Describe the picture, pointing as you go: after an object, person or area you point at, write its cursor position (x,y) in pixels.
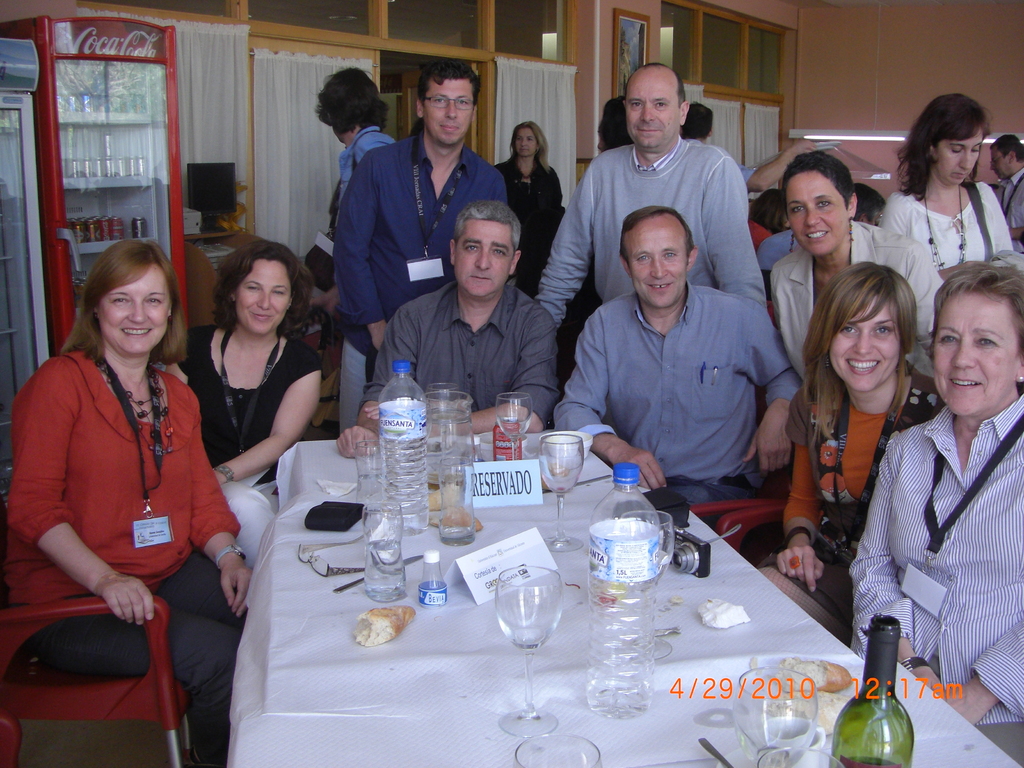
In this room (615,500) there are many people (461,343). In front (598,335) few are sitting, in the back (627,178) few are standing. We can also see wall (800,124), doors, curtain (547,112), frame (626,38) and fridge (75,134). Here in the middle (488,509) there is a table (479,619) on which water bottles (601,685), glasses (760,734), wine bottle (884,724), food item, camera (696,558) are there.
